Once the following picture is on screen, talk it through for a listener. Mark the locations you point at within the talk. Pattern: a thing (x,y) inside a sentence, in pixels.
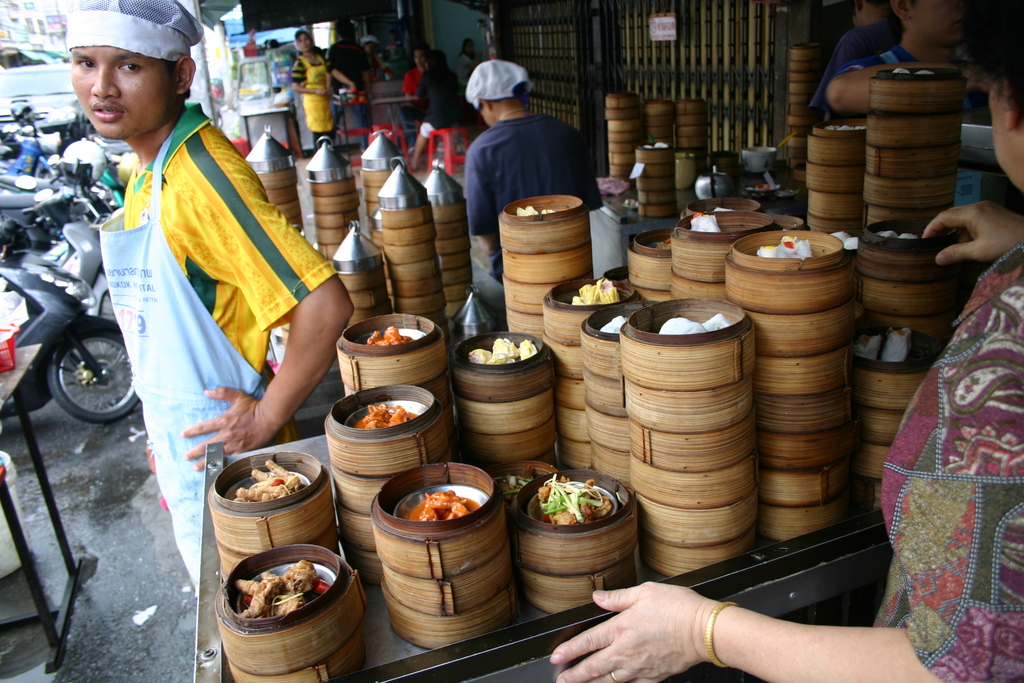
In this image, there are a few people (984,623). We can also see some food items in some objects (368,365). There are a few vehicles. We can also see the grill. We can see some wooden objects (390,447). We can also see some objects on the left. We can see the ground (89,440) with some objects (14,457).
